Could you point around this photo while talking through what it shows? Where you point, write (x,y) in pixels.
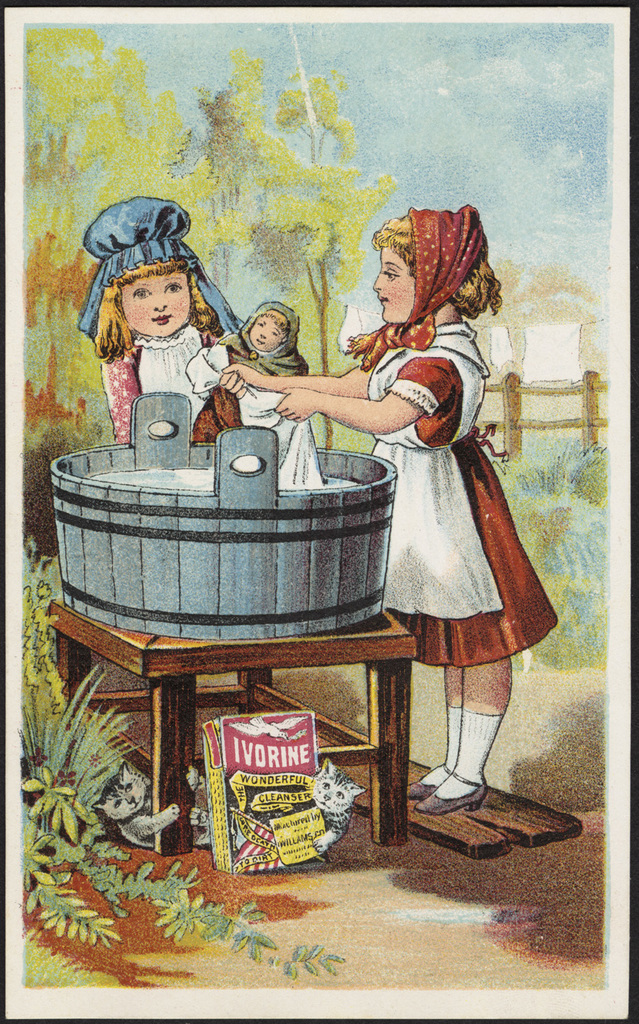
In this image this is a painting picture as we can see there is one kid (424,503) on the right side of this image (447,482) and one more kid (176,343) at left side of this image (186,284), This kid (151,294) holding a baby (256,361). There is a table (127,690) in the bottom of this image (258,695) and there are some objects (266,603) kept on it. There are some trees (200,232) in the background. There is a fencing wall (518,423) on the right side of this image (526,393). There is a sky (456,41) on the top of this image (494,118).
